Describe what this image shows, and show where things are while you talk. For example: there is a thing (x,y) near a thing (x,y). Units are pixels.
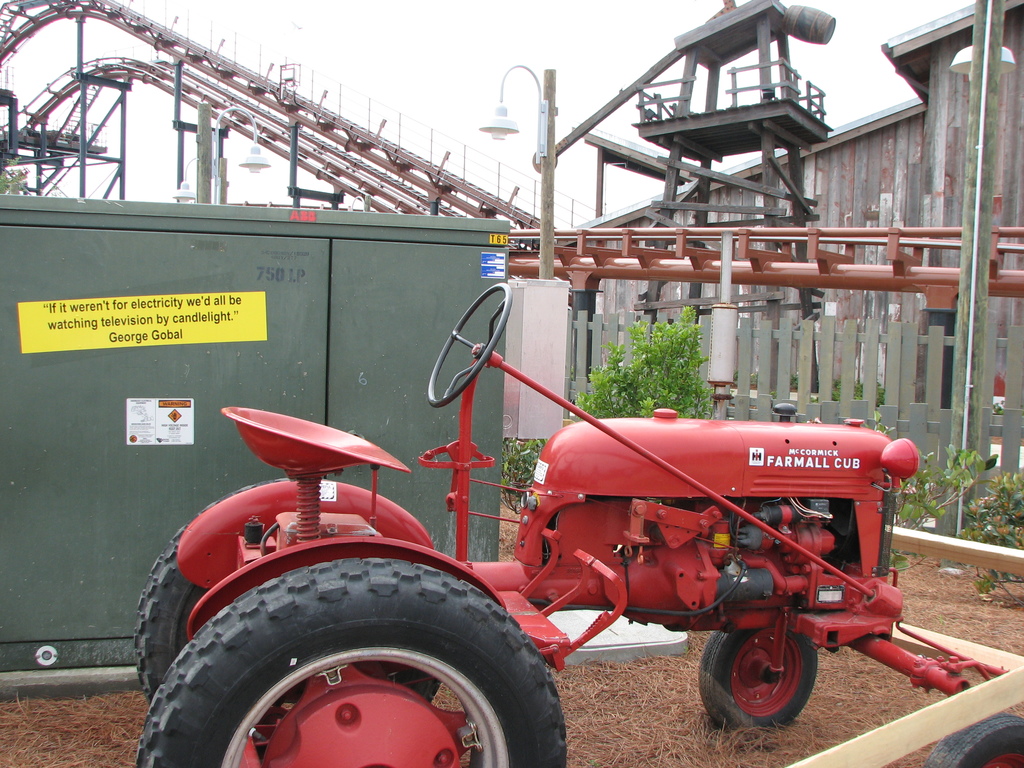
In this image, in the middle (644,503), we can see a tractor (687,595) which is placed on the grass (676,698). On the left side (318,397), we can see a transformer (216,344). On the right side (937,291), we can see some metal instruments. In the background (555,153), we can see a street light (554,133), metal instruments (122,84) and a building (831,187). At the top (578,64), we can see a sky (796,42), at the bottom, we can see some plants (673,350).
